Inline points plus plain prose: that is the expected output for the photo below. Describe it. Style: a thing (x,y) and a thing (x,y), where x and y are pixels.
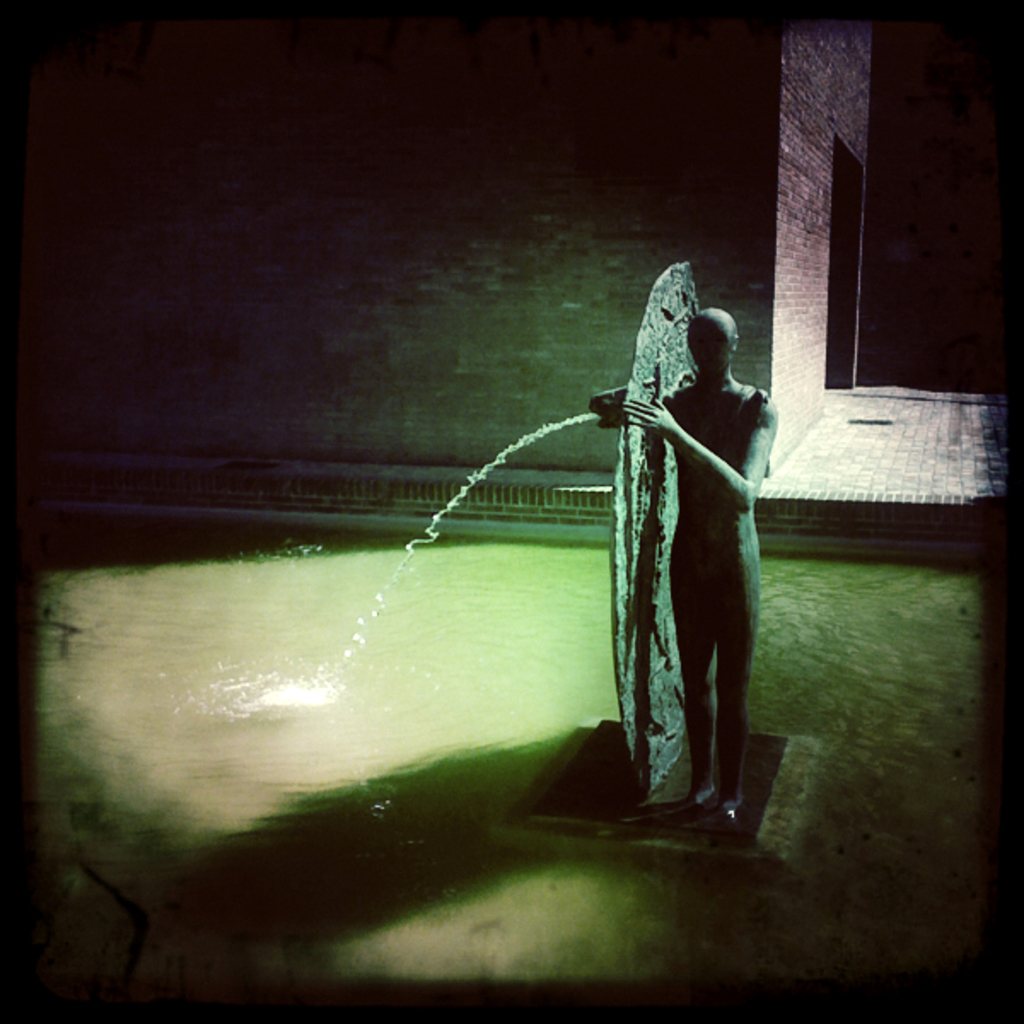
In the center of the image (637,372) there is a statue (644,435) and water fountain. At the bottom of the image (471,858) we can see water (356,858). In the background (498,201) we can see wall (786,208) and building (872,131).
